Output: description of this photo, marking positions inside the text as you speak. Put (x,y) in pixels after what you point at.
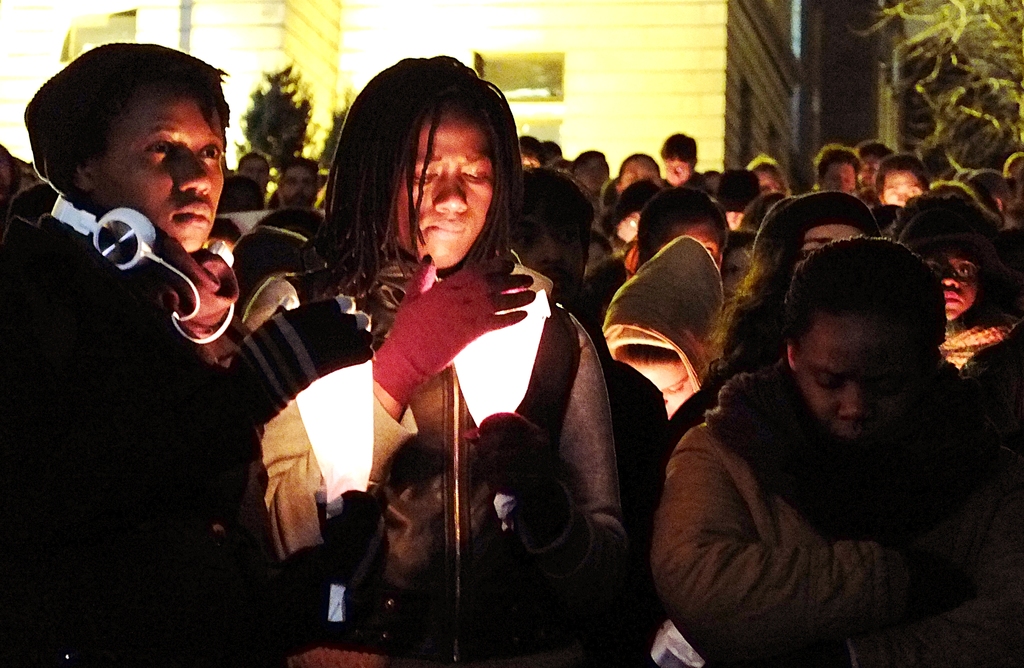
In this image we can see a group of people (140,397). A person (555,507) is holding an object (522,381). There is a building (791,92) in the image. There are few trees (954,94) in the image.
